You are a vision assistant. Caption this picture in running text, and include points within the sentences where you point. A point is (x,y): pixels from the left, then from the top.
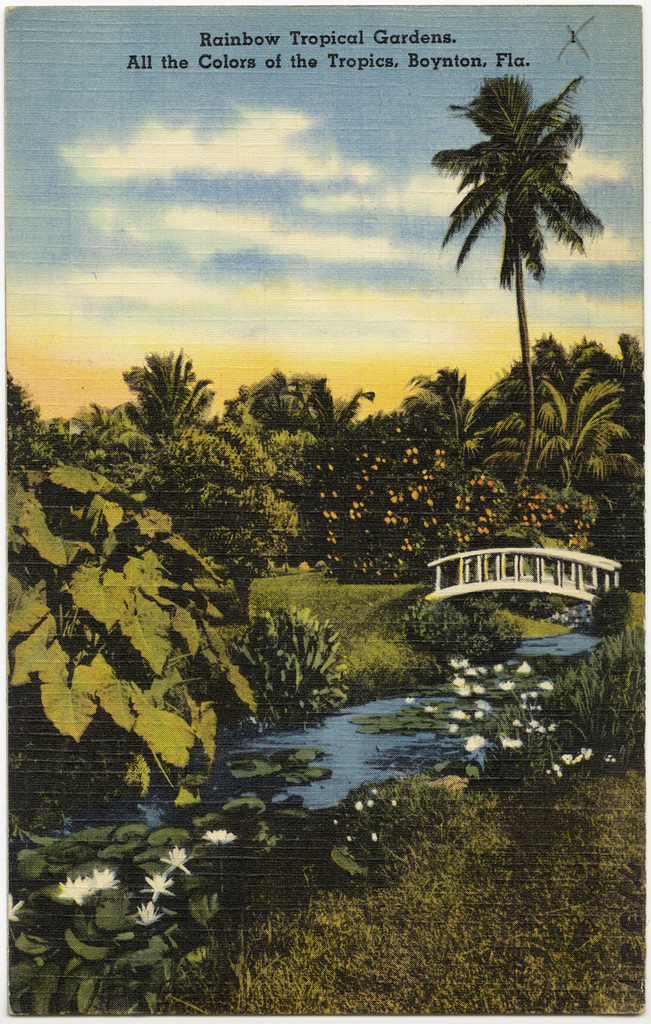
This image is a depiction. In this image we can see the trees (231,445), flower plants (34,835), grass (586,816), water (255,791), bridge (613,559) and also the sky (283,119) with the clouds (120,147). We can also see the text (398,35) at the top (294,62).
